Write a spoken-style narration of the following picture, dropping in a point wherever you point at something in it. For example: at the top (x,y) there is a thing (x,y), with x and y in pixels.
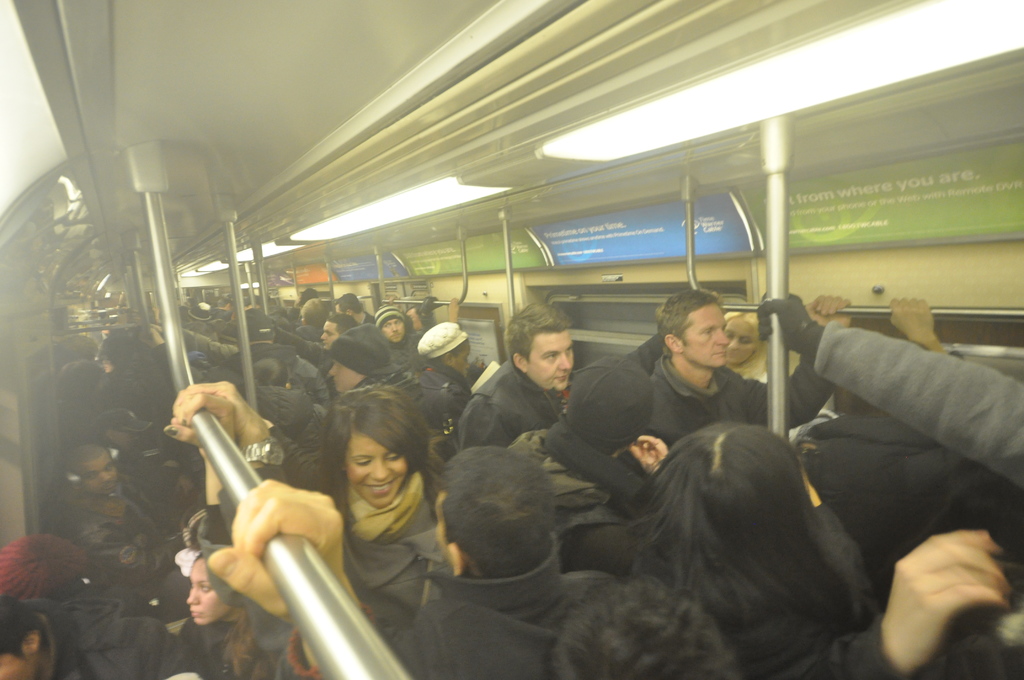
This picture seems to be clicked inside the train (570,277) and we can see the group of people (577,430) standing and we can see the metal rods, text (856,214) on the boards (721,252), windows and we can see the roof (448,134) and the lights (795,92) and some other items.
